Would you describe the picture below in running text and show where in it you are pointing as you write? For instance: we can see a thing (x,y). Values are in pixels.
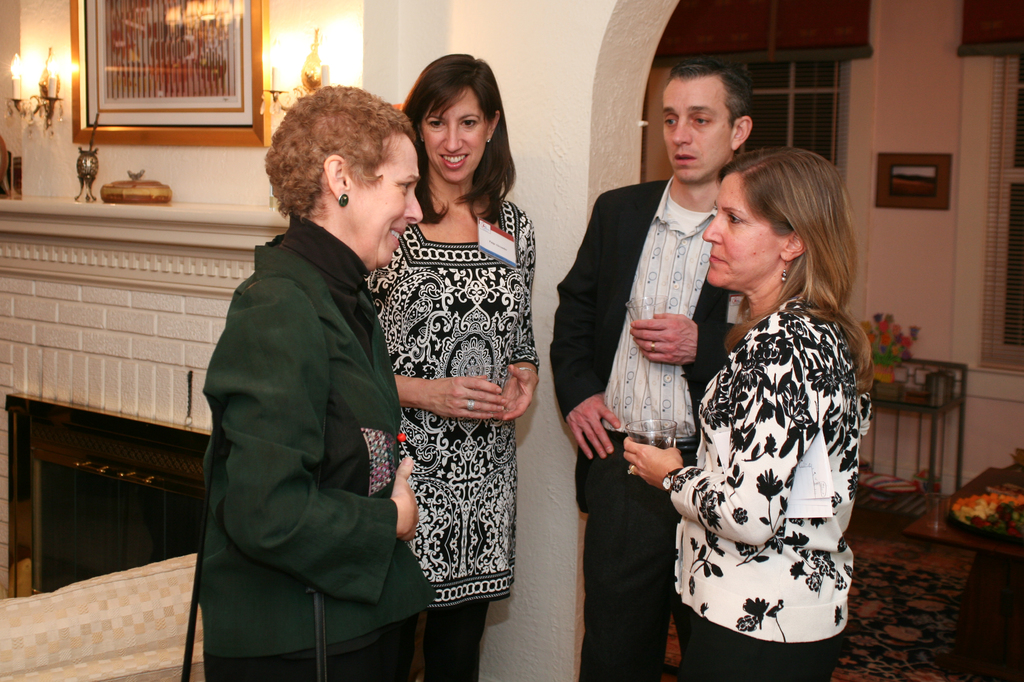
In this picture, there are group of people (629,353) in the center (364,261). Among them, three are women (492,432) and one is man (558,379). A woman (784,426) towards the right (752,499), she is wearing a black and white top (708,453) and holding a glass (645,421). Another woman (460,408) is also wearing black and white top (479,332). Towards the left (312,533), there is a woman (327,361) in green jacket (313,362). Man (626,226) is wearing a black blazer (601,362), black trousers (607,632) and white shirt (689,285). Towards the left (114,300), there is a fireplace (199,404). Above it, there is a frame (143,78) and lights (287,89). Towards the right (891,343), there are flower pots (870,319).
